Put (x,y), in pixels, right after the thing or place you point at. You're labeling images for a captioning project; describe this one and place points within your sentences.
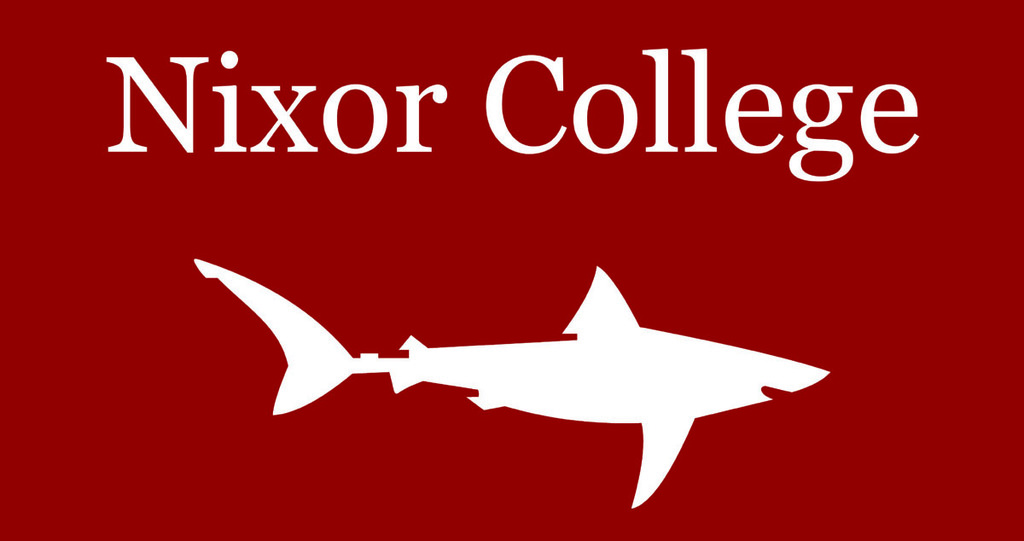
In this picture we can see a red color poster (194,313) on which fish print (584,305) is drawn. Above we can see "Nixor College" is written.
